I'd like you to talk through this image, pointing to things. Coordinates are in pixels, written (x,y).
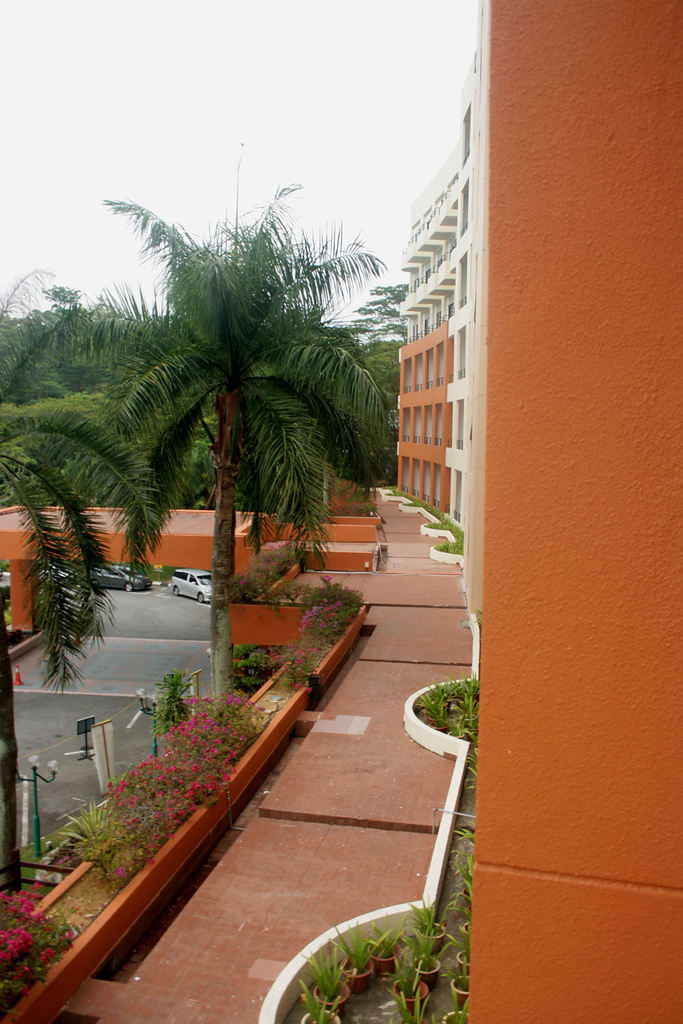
In this image there is a building (513,638) and we can see trees (252,396). At the bottom (22,951) there are shrubs (215,721) and plants (162,723). We can see cars (195,590). In the background (195,169) there is sky (211,105).
